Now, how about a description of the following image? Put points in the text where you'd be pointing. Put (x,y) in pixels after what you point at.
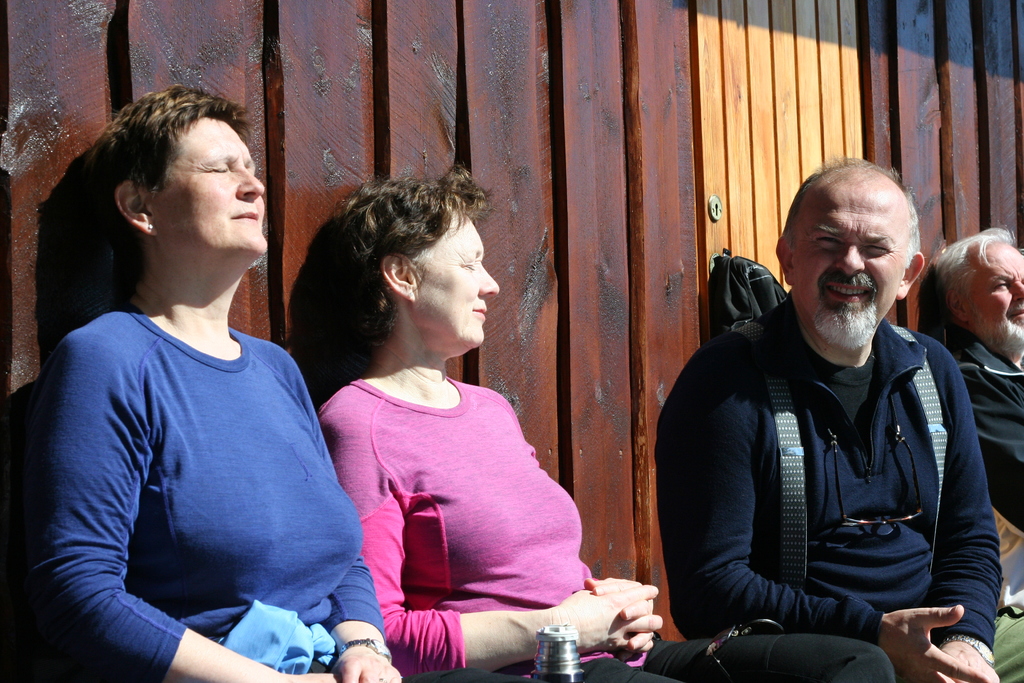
In this picture we can see four people (757,476), here we can see an object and in the background (639,580) we can see wooden planks (652,451).
